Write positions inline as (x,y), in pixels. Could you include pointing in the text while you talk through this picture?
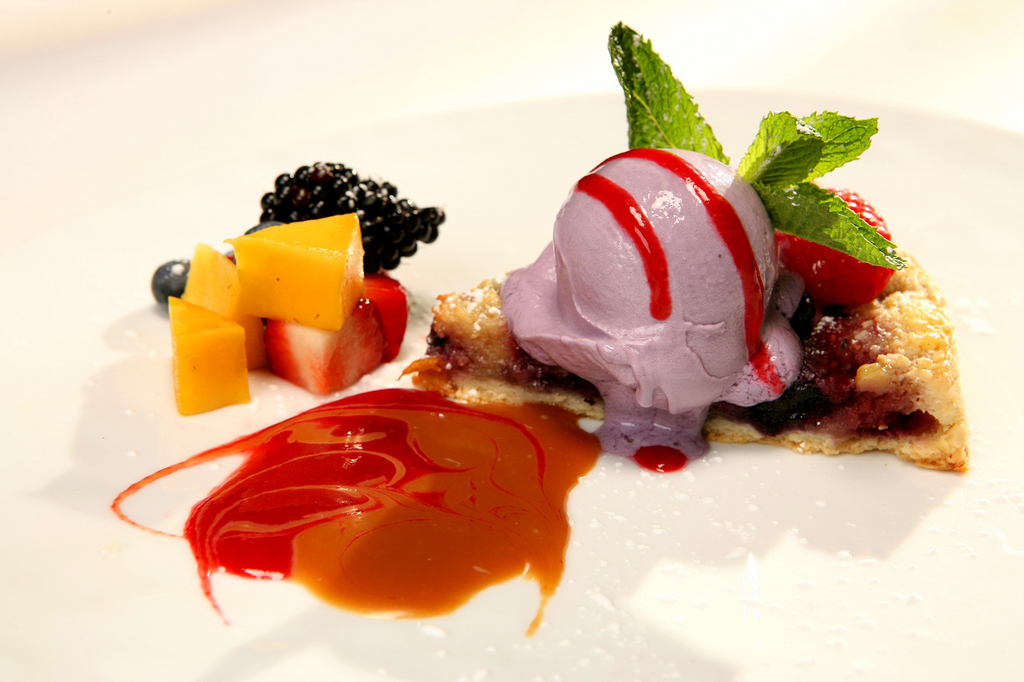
In this image there are ice cream (569,360) and fruits (324,338).
